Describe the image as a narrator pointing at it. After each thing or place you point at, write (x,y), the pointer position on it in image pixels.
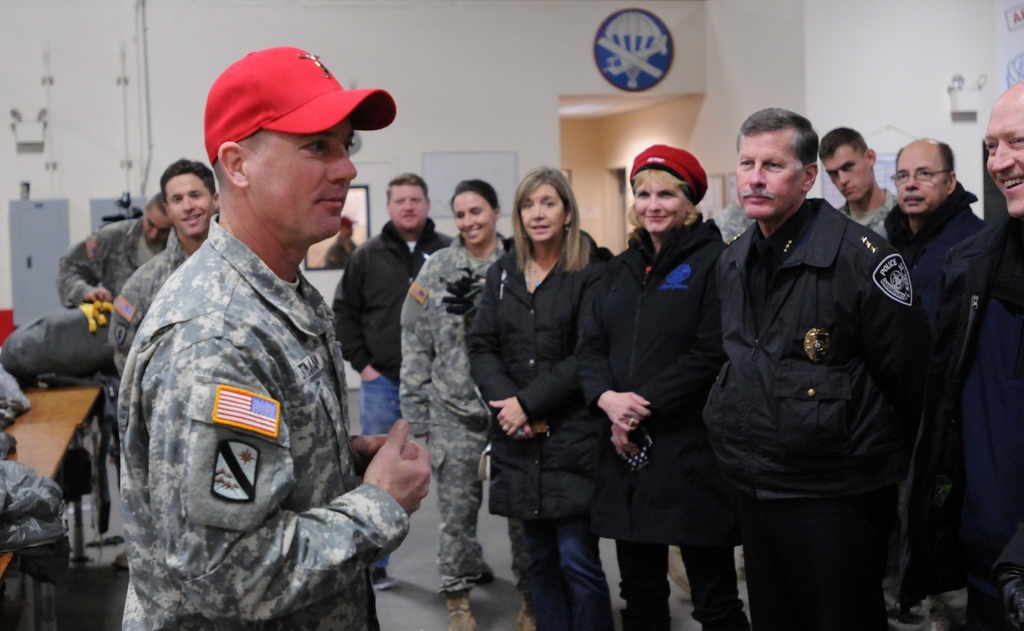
This is the picture of a room. In this image there are group of people (588,302) standing. On the left side of the image (2,351) there are objects (1,480) on the table (44,444). At the back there are frames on the wall (899,142) and there are pipes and objects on the wall (457,43). At the bottom (425,561) there is a floor (423,506).
